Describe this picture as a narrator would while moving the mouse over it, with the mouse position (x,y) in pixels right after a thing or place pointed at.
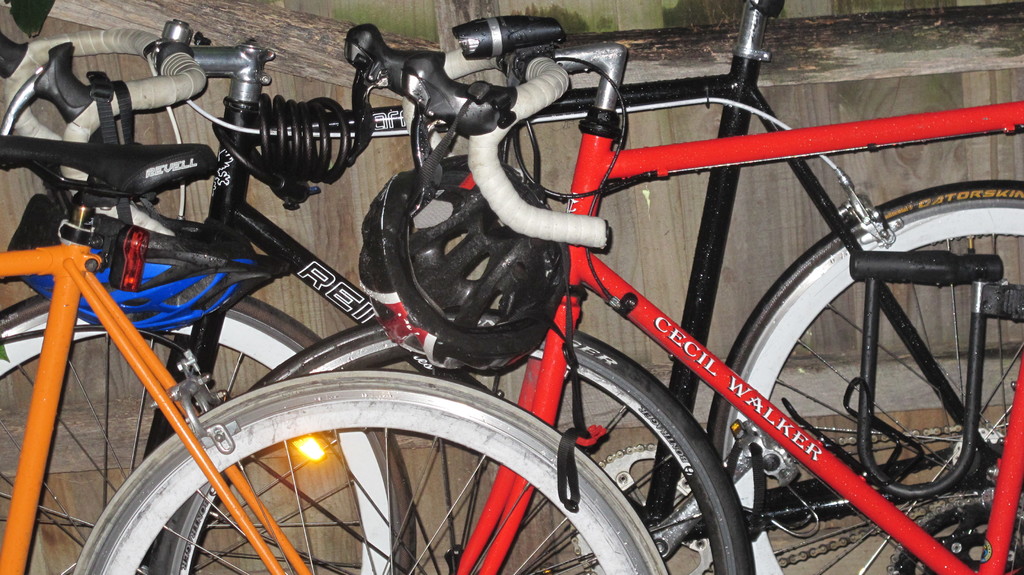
In the picture we can see some cycles (550,405) which are placed near the wall (603,403) some are red, black and orange in color and helmet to the handle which is black in color.
